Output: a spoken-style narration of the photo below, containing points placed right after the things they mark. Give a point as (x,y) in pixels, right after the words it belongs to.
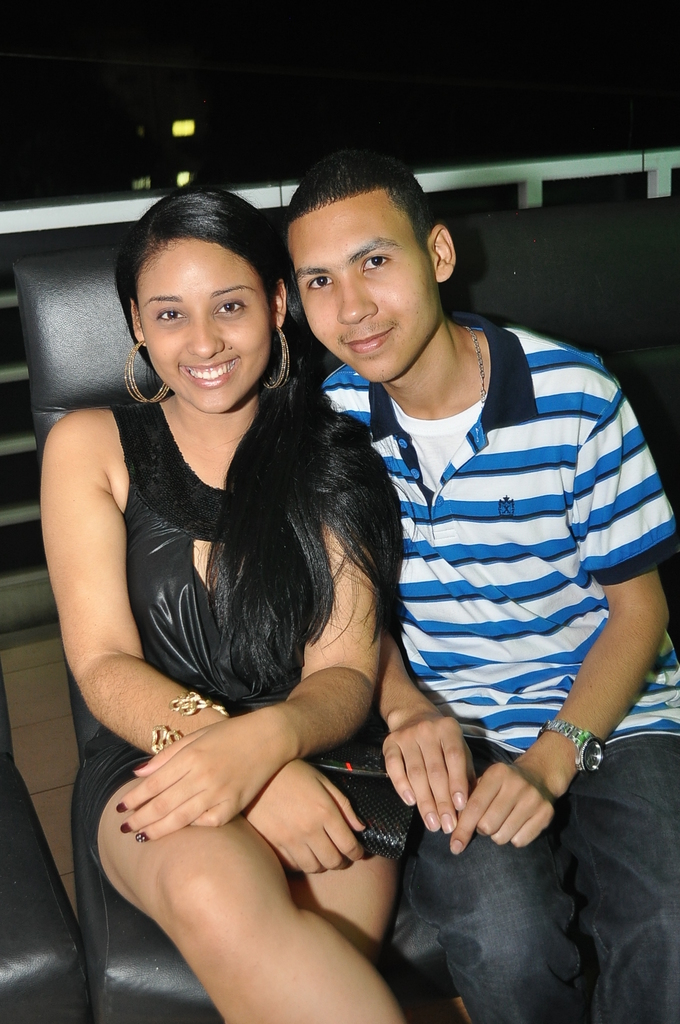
In this image, we can see a girl (283,632) and a boy (408,649) sitting on the sofa (98,404) and there are smiling.
